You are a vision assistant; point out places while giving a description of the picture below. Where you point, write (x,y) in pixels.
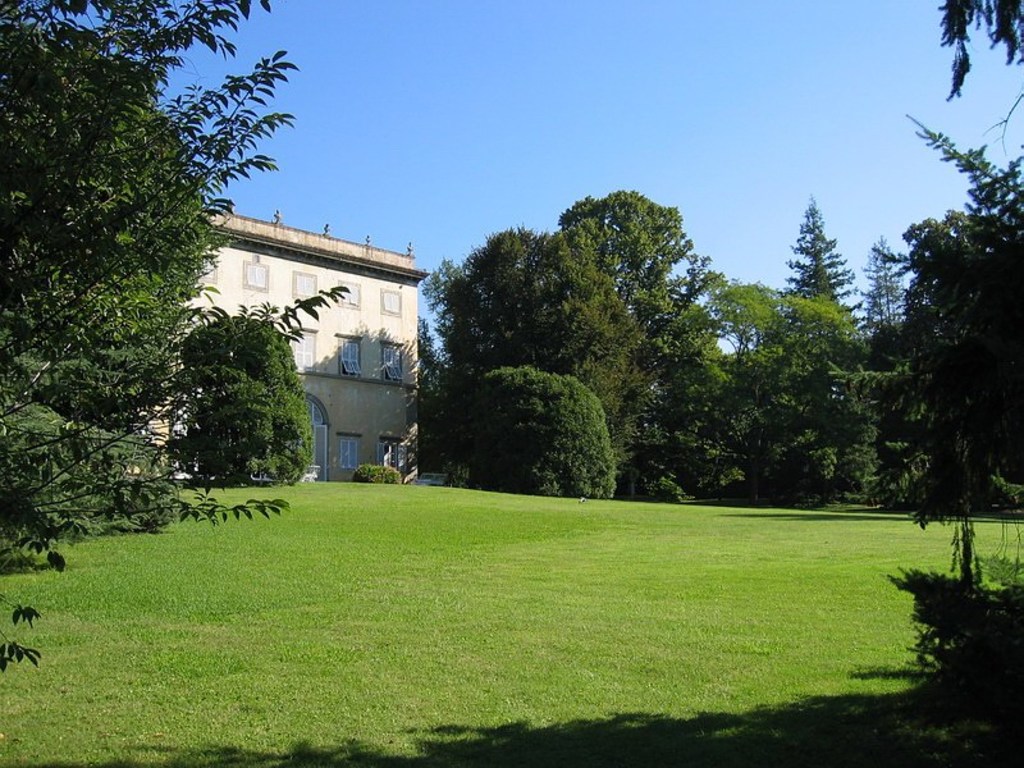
In this image I can see trees (518,301) on the both sides. In front I can see building (331,412) and windows (347,455). The sky (487,130) is in blue color.
